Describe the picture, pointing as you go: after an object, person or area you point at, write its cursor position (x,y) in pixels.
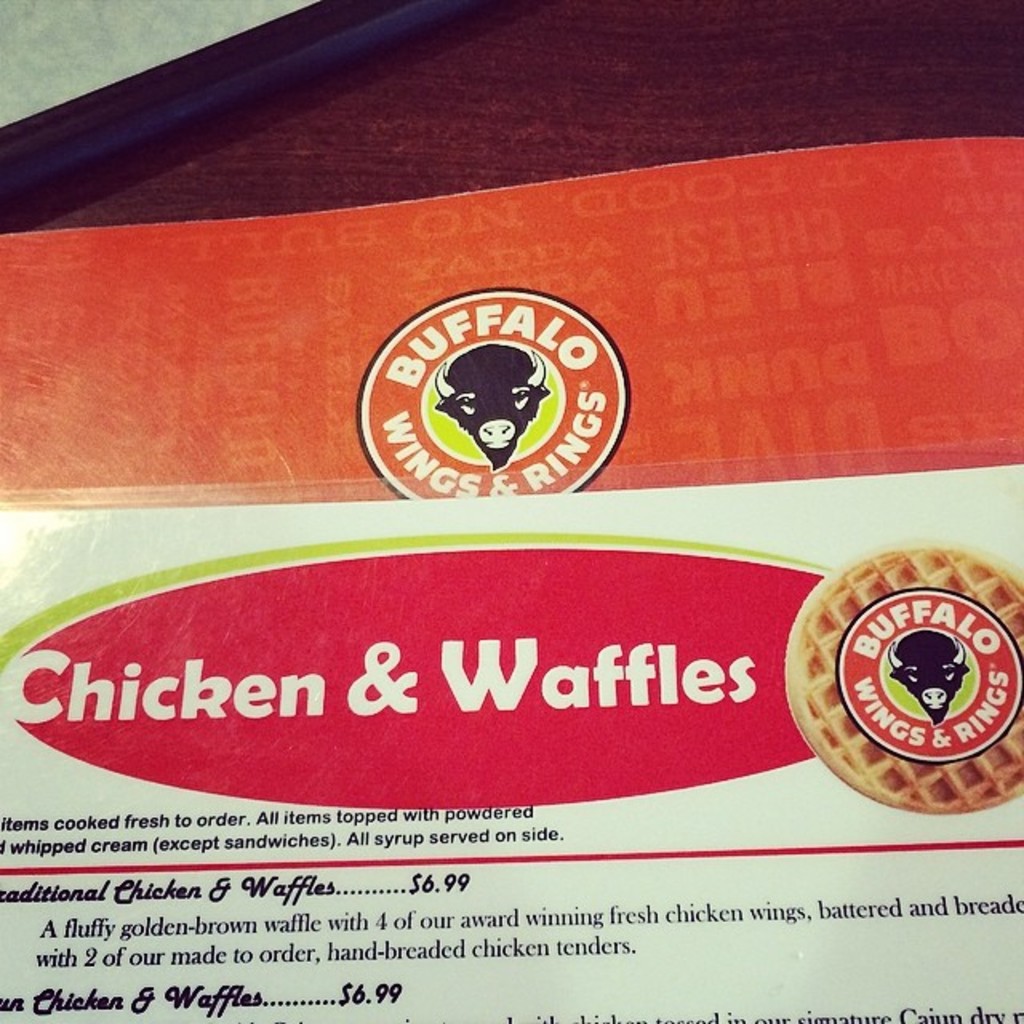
In this image we can see a card (328,357) with some text (339,706) written on it and logos (525,436) are present. At the top of the image (314,80), we can see wooden surface (513,76).
